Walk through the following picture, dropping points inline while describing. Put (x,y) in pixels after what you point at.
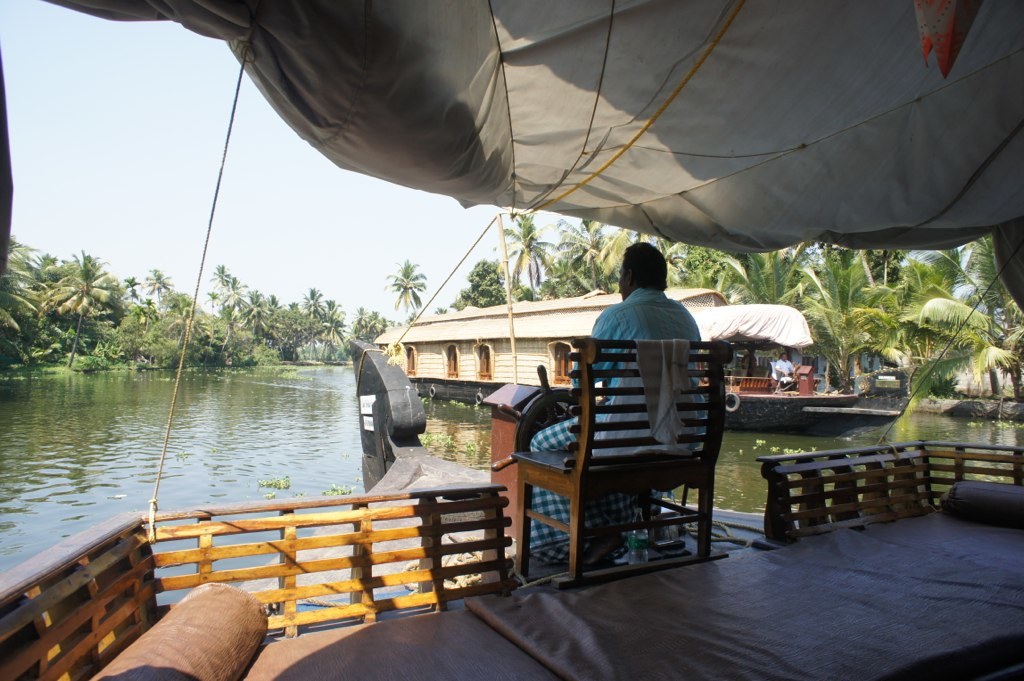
In this image we can see a man (617,317) sitting on the chair (589,356) and riding the boat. In the background (475,364) we can see a boat (555,327), river (216,434) and many trees (216,323).
